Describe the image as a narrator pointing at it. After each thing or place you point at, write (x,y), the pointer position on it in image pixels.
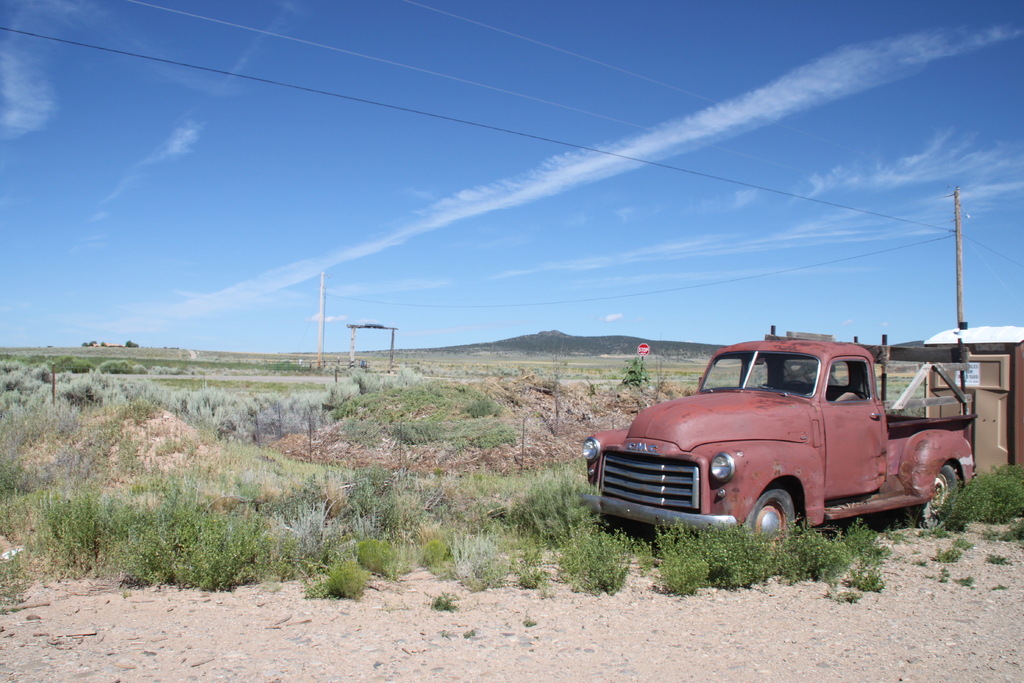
On the right side (759,453) there is a building (980,355) and car (936,366). Behind that there is a pole (960,235). On the ground (222,438) there are grasses (202,484). In the background (299,248) there is sky (644,271) with clouds (404,229).
